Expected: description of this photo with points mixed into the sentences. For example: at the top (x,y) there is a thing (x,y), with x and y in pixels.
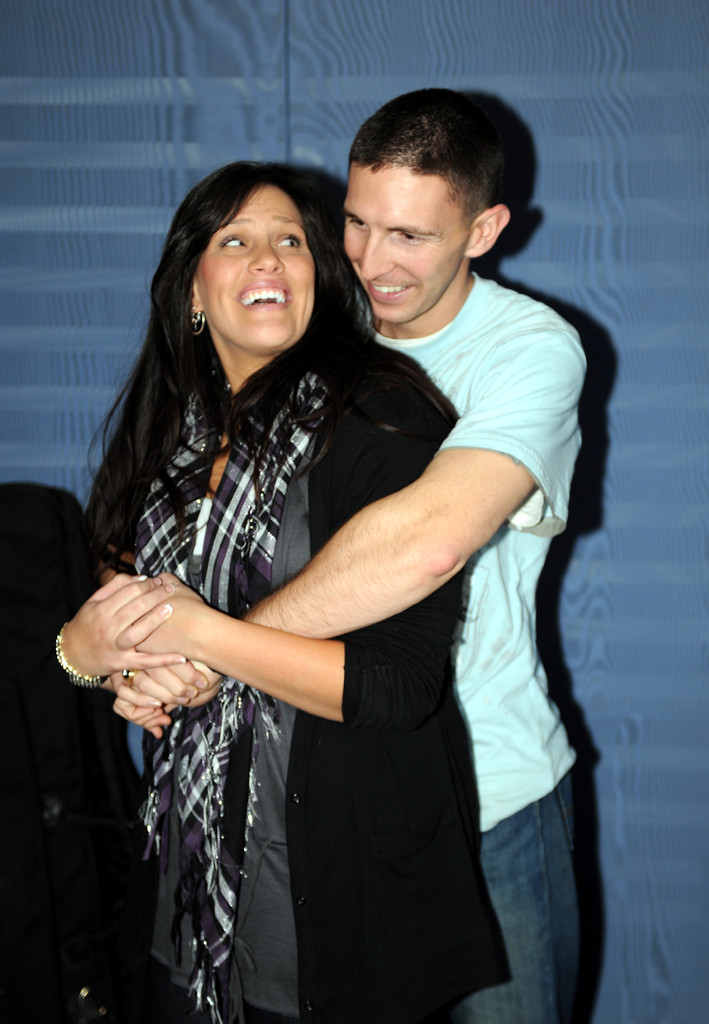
In this picture we can see a man (554,988) and a woman (213,230) standing and smiling and in the background (80,180) we can see wall (654,178).
